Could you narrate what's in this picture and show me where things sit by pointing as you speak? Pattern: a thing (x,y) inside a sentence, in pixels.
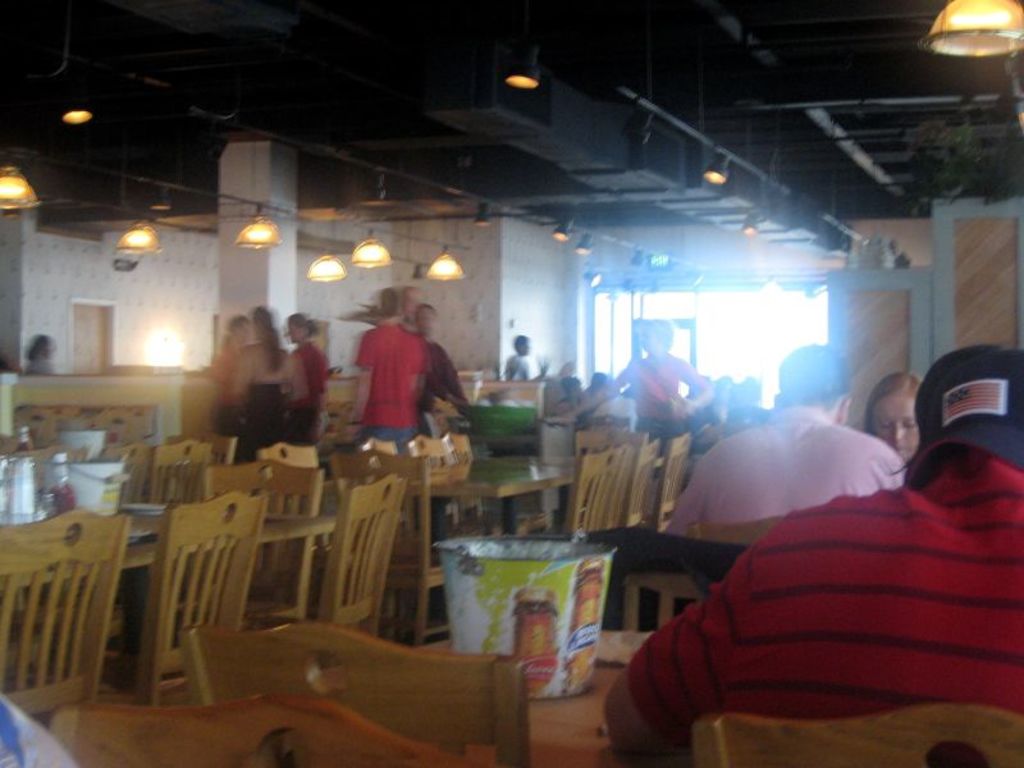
In this image there are group of people (563,400) some of them are sitting and some of them are standing. On the top (366,71) there is a ceiling (321,78) and some lights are there and on the table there is one bucket (525,584) and some bottles (67,490) and glasses (32,480) are there on the table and in the center (491,276) there is a wall (491,276) beside that wall (584,294) there is one glass window (664,310).
